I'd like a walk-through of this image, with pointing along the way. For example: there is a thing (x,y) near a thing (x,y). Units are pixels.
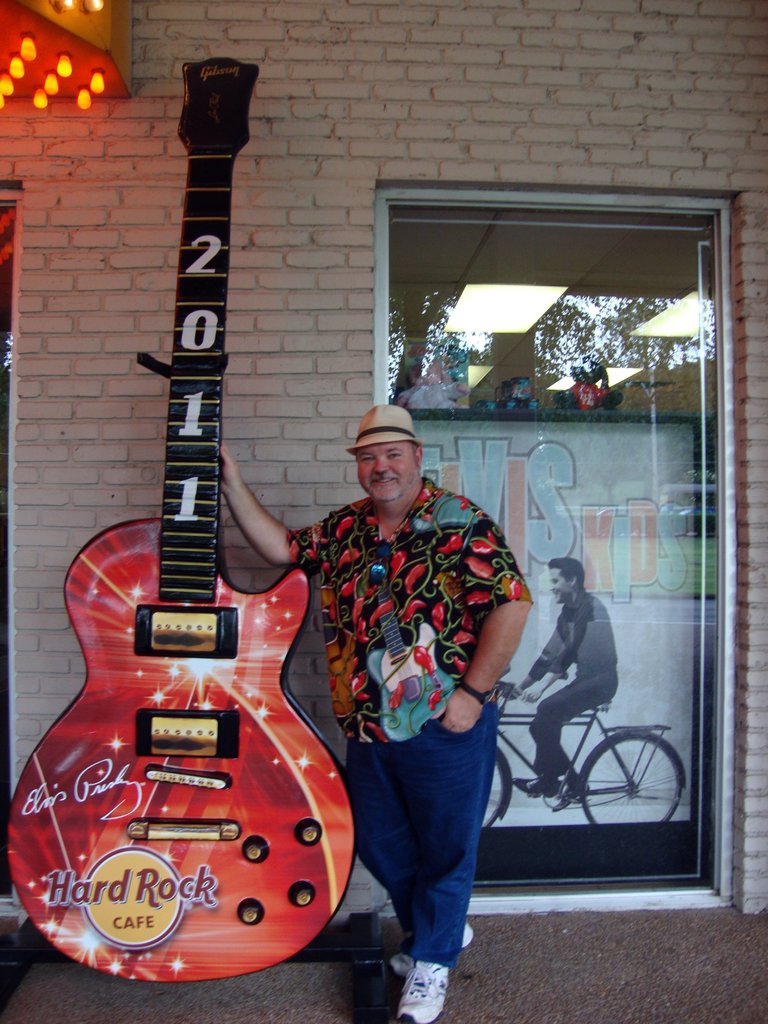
In this image, we can see a person (430,505) in front of the wall (302,477). There is a guitar (250,632) on the left side of the image (128,569). There is a door (521,858) on the right side of the image (732,616). There are lights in the top left of the image (39,96).
